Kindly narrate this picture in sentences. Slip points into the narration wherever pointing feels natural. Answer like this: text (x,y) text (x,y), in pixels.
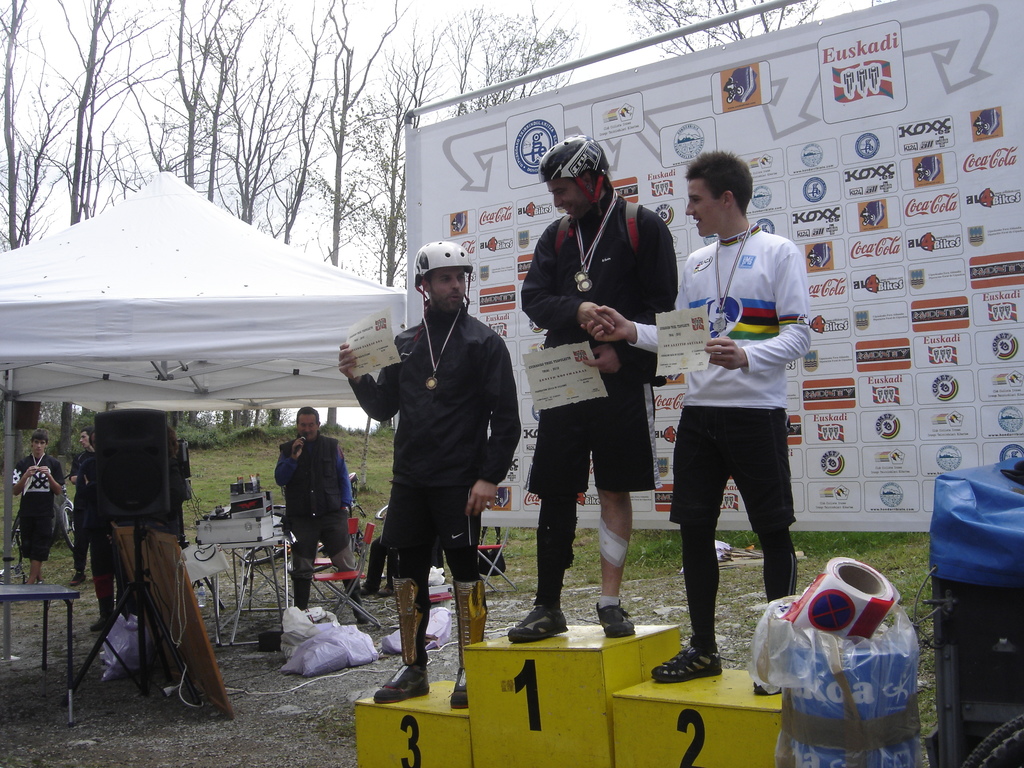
In this picture I see a yellow color thing (527,698) on which there are numbers (517,682) and I see 3 men (474,397) who are standing on it and I see that they are holding papers (532,364) in their hands (587,308). In the background (862,42) I see a banner (910,375) on which there are number of logos (873,208) and something is written and on the right side of this picture (875,593) I see few things (988,637). On the left side of this picture (219,355) I see a tent (154,310) and under it I see tables (218,546) on which there are few things (210,517) and I see people (310,533). On the top of this image (375,102) I see number of trees (252,97).
